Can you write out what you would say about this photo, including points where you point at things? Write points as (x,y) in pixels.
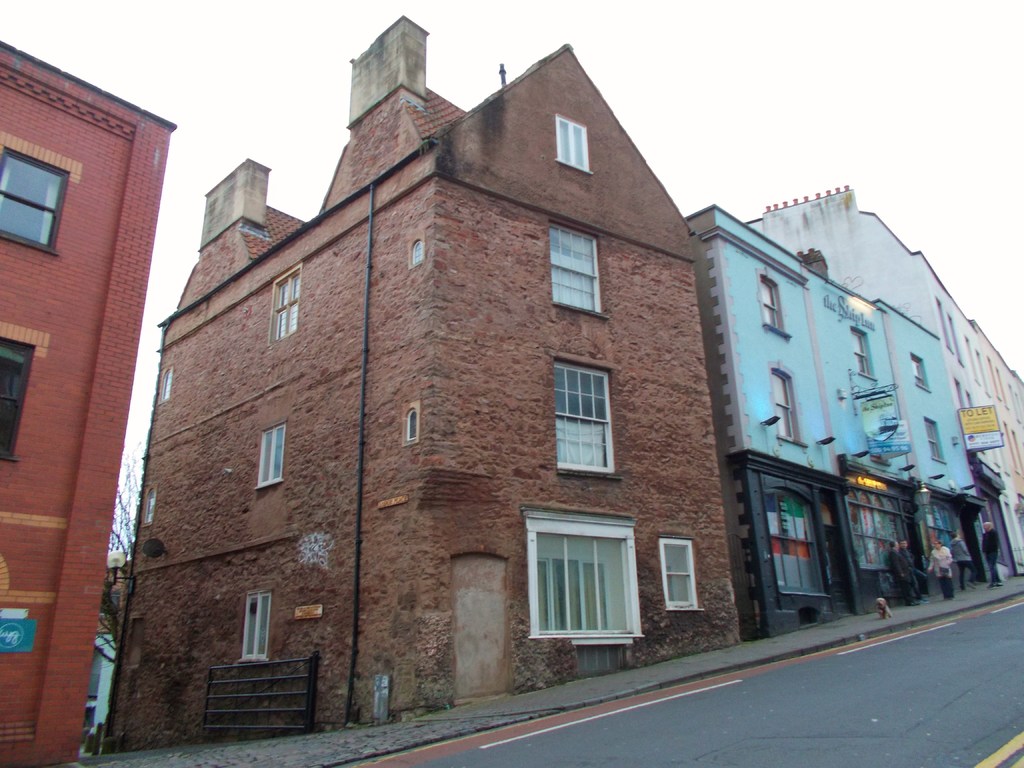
In this image we can see the buildings (855,403). At the top of the image (812,20), we can see the sky (741,28). At the bottom of the image (653,720), we can see a road (911,756). On the right side of the image (943,561), we can see people (947,560) on the pavement (781,642). Behind a building (176,520), we can see a tree (125,511).
